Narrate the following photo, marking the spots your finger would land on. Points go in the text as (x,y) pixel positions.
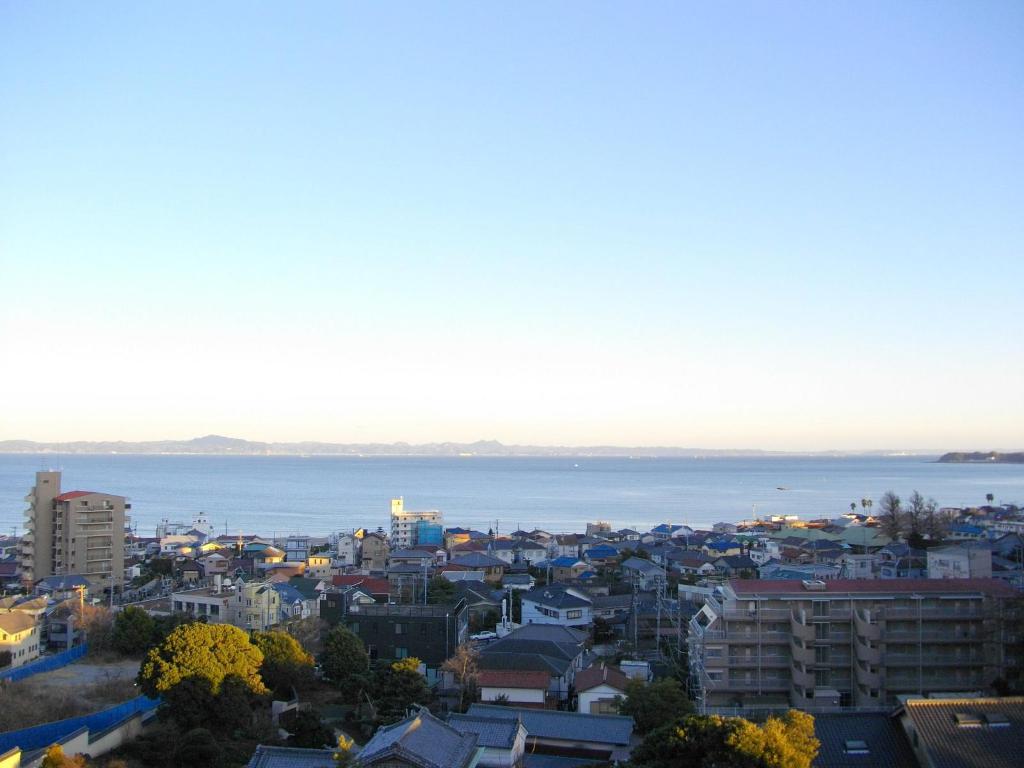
In this picture I can see number of trees (634,701) and buildings (558,633) in front (47,523) and in the background (11,523) I see the water (445,477) and the clear sky (469,239).
